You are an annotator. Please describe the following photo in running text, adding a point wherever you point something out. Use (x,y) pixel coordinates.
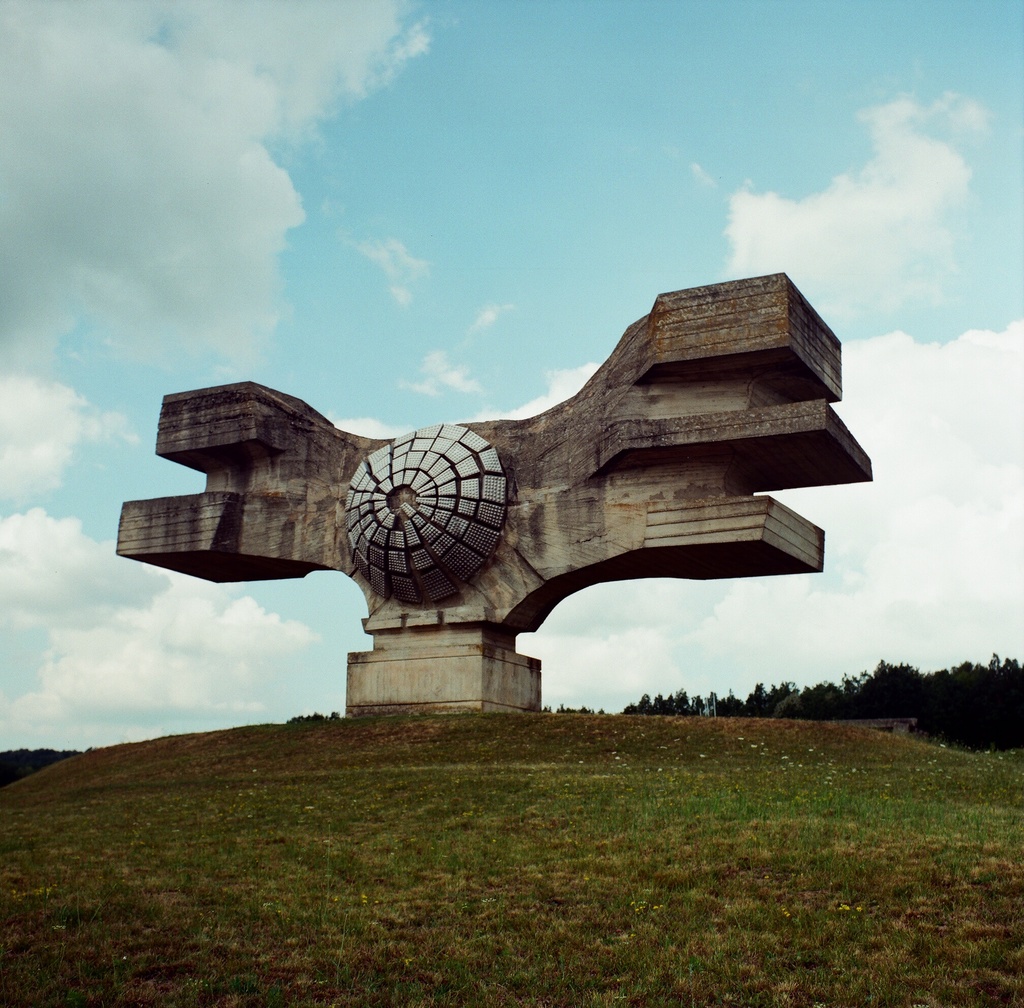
In this picture there is a concrete sculpture (526,491) and the ground (540,889) is greenery (603,913) and there are trees (901,693) in the background (866,701) and the sky (565,210) is a bit cloudy.
